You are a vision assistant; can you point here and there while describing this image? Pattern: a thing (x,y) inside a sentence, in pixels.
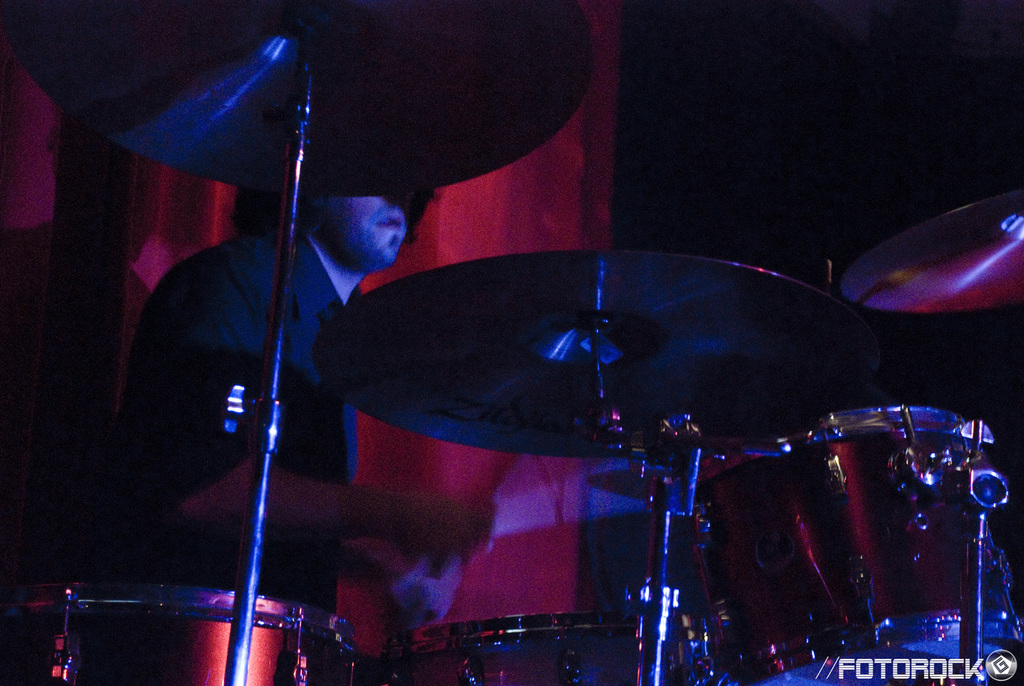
In the picture we can see a man (313,472) playing drums (156,666) and he is in the black shirt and behind him we can see a curtain (474,477) which is red in color.
